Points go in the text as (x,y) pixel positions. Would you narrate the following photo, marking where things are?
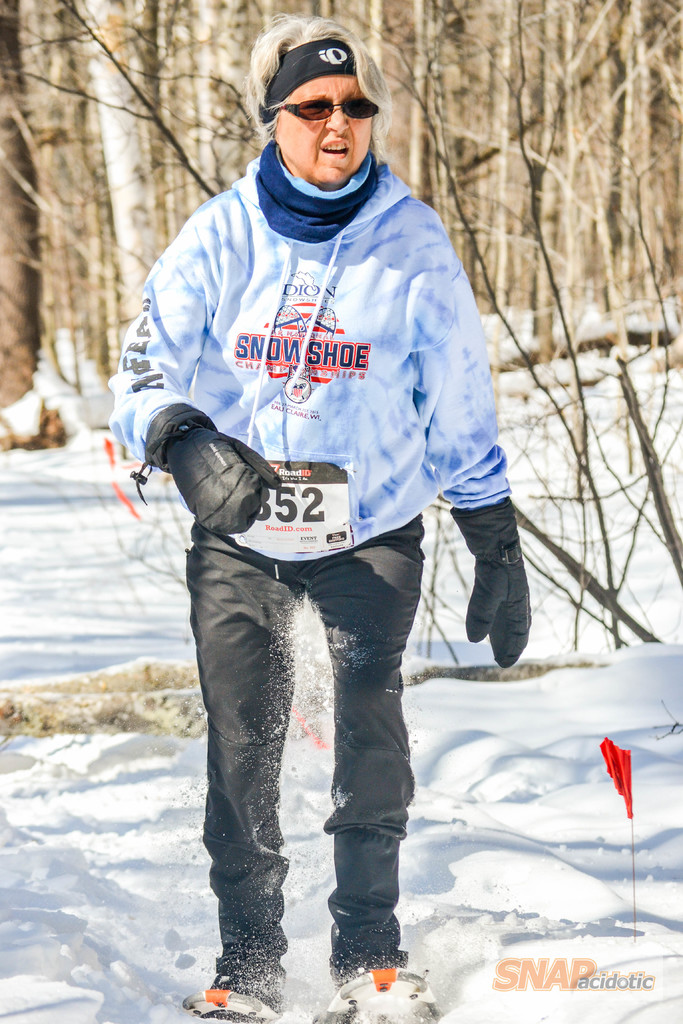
The woman (361,294) in blue t-shirt (355,385) and black trouser (371,648) is highlighted. She wore gloves (193,470), goggles (361,101). Far there are number of bare trees (491,82). Snow (543,436) is in white color.
